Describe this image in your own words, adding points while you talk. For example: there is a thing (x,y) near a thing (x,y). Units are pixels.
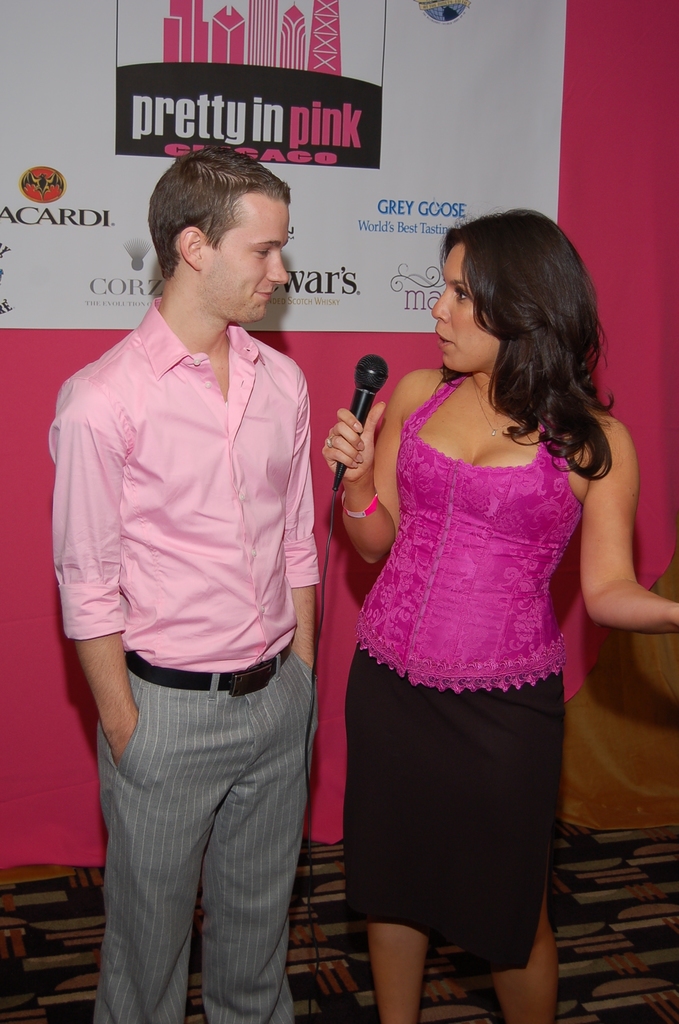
These two persons (501,855) are standing. This person (427,485) holding microphone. On the background (503,77) we can see banner (313,68). This is floor (45,954).
